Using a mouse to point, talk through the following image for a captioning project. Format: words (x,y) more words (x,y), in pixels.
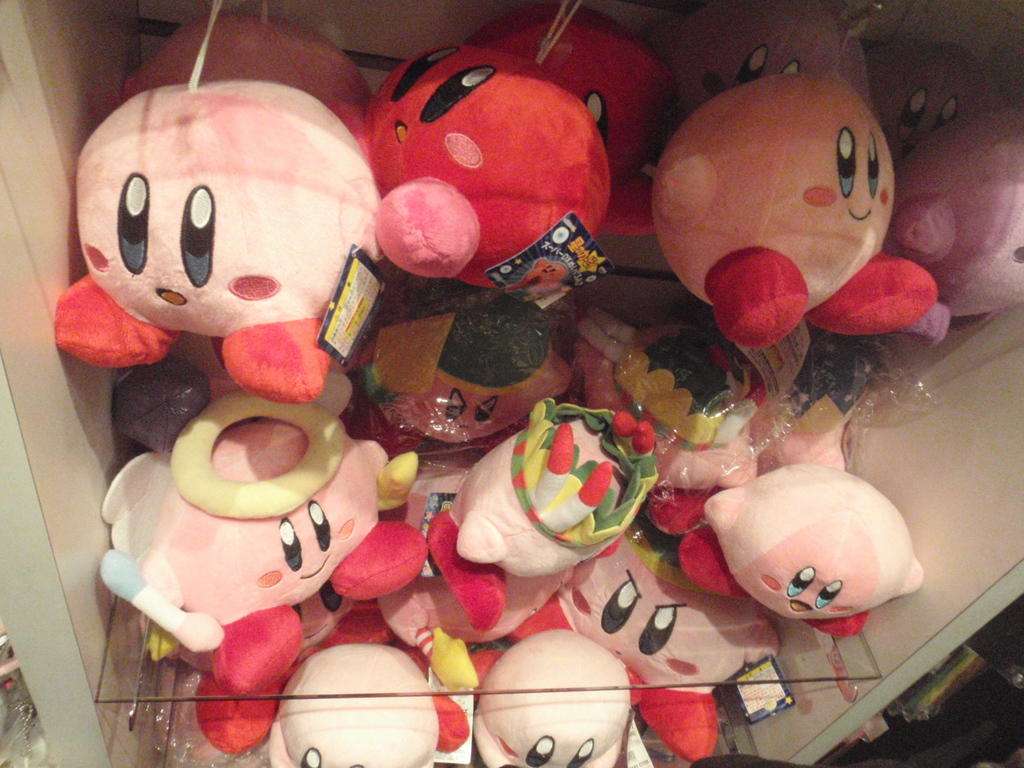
In this picture we can see toys (666,411) on the rack (786,638).
